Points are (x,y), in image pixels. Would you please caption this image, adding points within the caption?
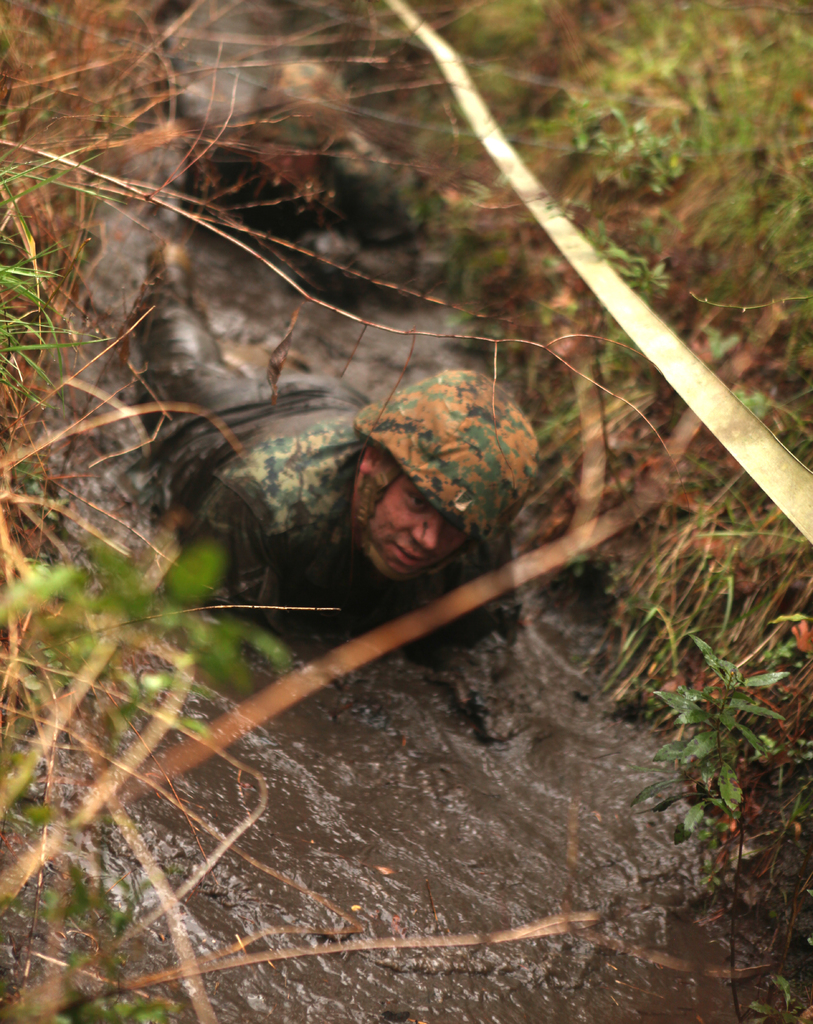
In this image, we can see a few people (255,589). We can see the ground (345,695) and some plants (637,383).
